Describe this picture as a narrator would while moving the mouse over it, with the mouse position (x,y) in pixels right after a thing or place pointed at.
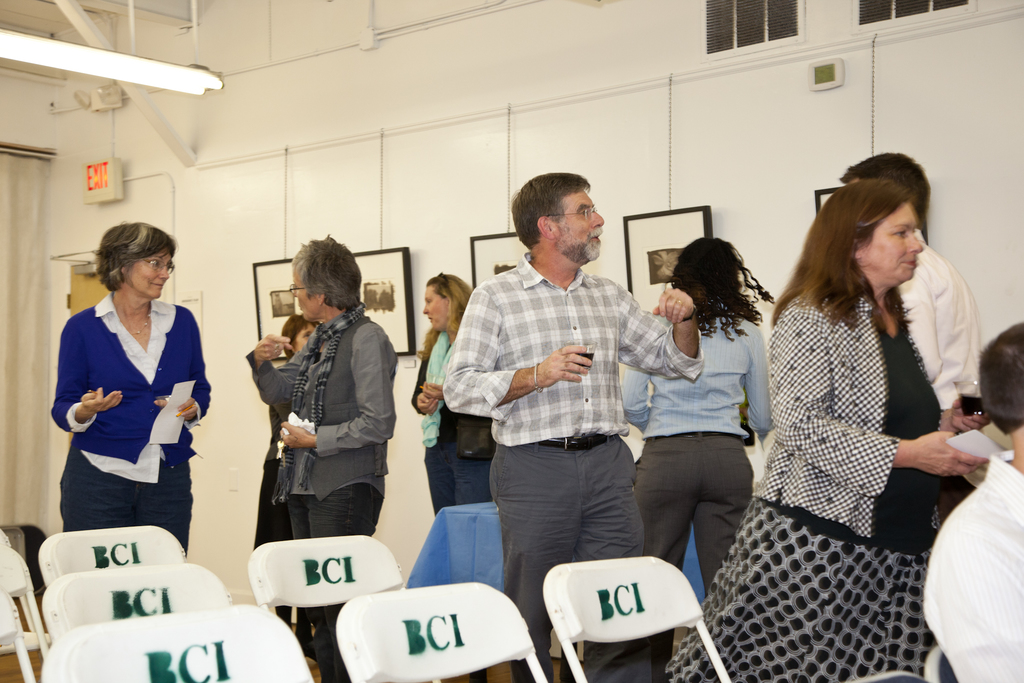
In this image there are chairs (366,642) having some text (645,594) on it. There are people (140,431) standing on the floor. There are picture frames (370,298) attached to the wall (220,191). Left top there is a light (168,76) hanging from the roof (158,1). Right side (1009,644) a person (977,638) is sitting on the chair (946,669).
